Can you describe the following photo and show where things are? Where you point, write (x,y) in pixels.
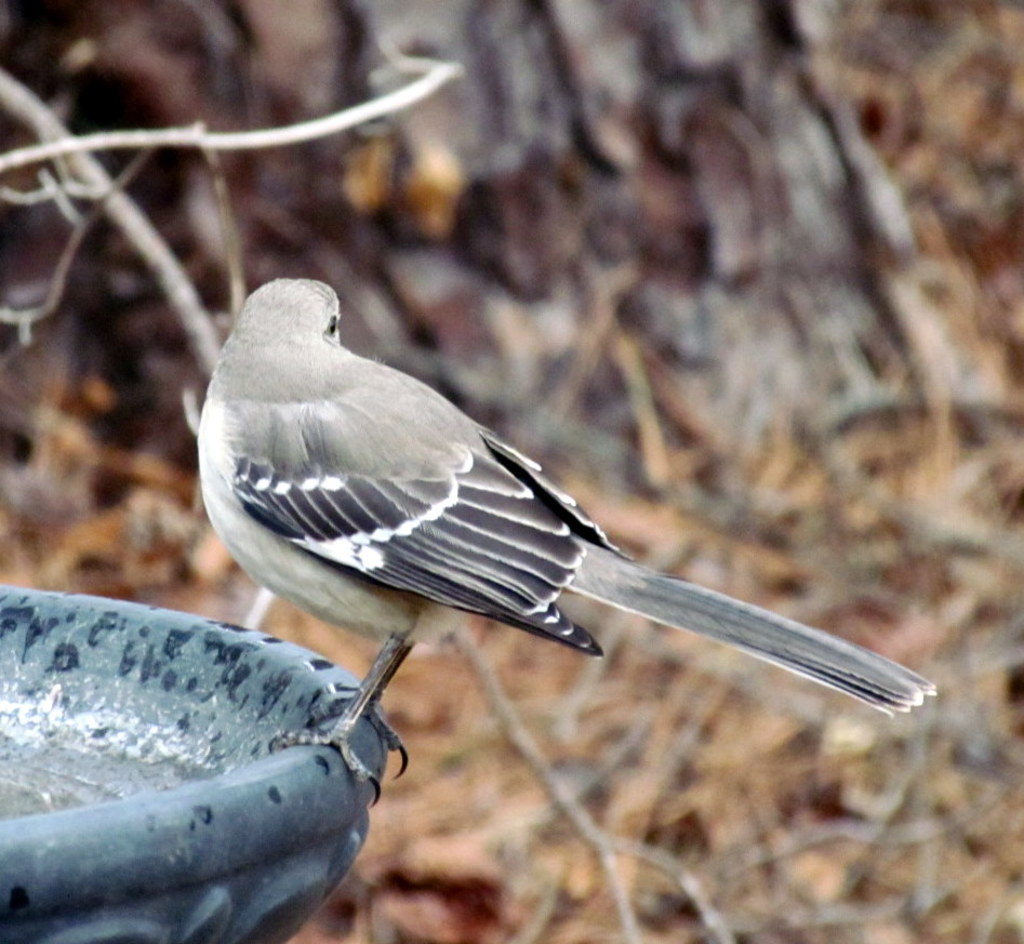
This picture shows a bird (387,401) on the water fountain (85,848) and the bird (351,492) is grey and black in color and we see a tree (86,115).
